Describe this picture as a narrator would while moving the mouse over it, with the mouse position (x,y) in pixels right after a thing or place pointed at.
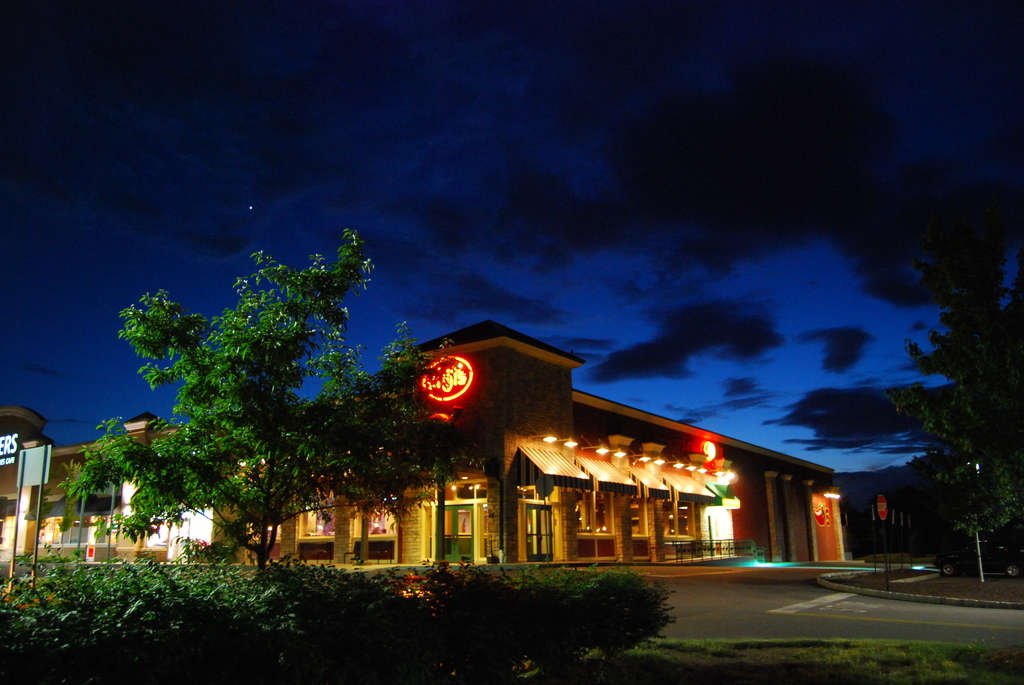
This picture is clicked outside. In the foreground (842,656) we can see the green grass (842,656), plants (369,614) and the trees (300,410) and we can see the concrete road (780,602), pavement (909,581), poles (888,565) and a car (985,570) parked on the ground (949,592). On the left (7,460) we can see the buildings (473,496), lights (718,481), pillars (418,512) and some objects (36,479) and we can see the text (444,387) on the walls (76,452) of the buildings (15,447). In the background (431,228) we can see the sky (744,276).
